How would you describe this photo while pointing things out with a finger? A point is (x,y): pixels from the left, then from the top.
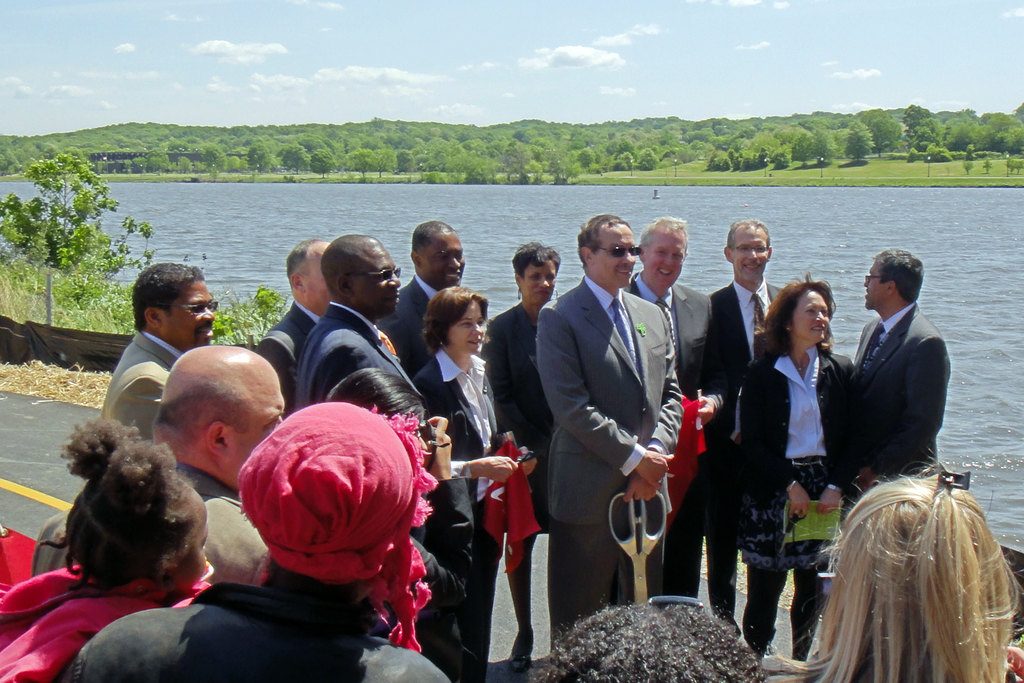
In this image there are few persons (616,309) standing on the road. A person (651,383) wearing a suit (648,383) and tie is holding a scissor (645,547) in his hand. Bottom of the image (623,631) there are few persons (144,623). Left bottom there is a person (350,519) covering his head (317,474) with a cloth (302,537). He is holding a baby (142,582). Behind them there are few plants (81,317) and a tree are on the grassland (68,292) having fence (82,345). Middle of the image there is water (636,205). Background (20,168) there are few trees (937,158) on the grassland (874,173). Top of the image (477,71) there is sky (305,74).
